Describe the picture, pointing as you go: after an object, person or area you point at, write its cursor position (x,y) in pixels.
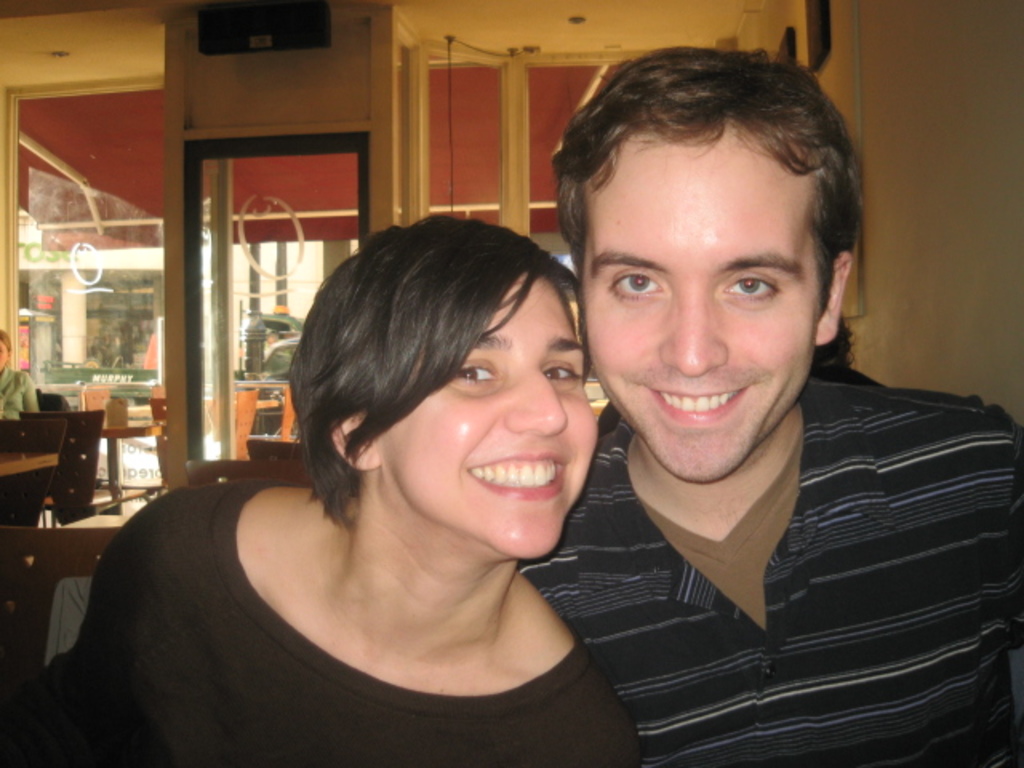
In the image we can see a woman (471,559) and a man (746,581) wearing clothes (628,707) and they are smiling. Behind them, we can see there are many chairs (58,490) and glass windows (268,266). In the background (18,408), we can see a person (18,380) sitting and wearing clothes (18,407). There is a wall (976,254) and frame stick to the wall (835,56).
